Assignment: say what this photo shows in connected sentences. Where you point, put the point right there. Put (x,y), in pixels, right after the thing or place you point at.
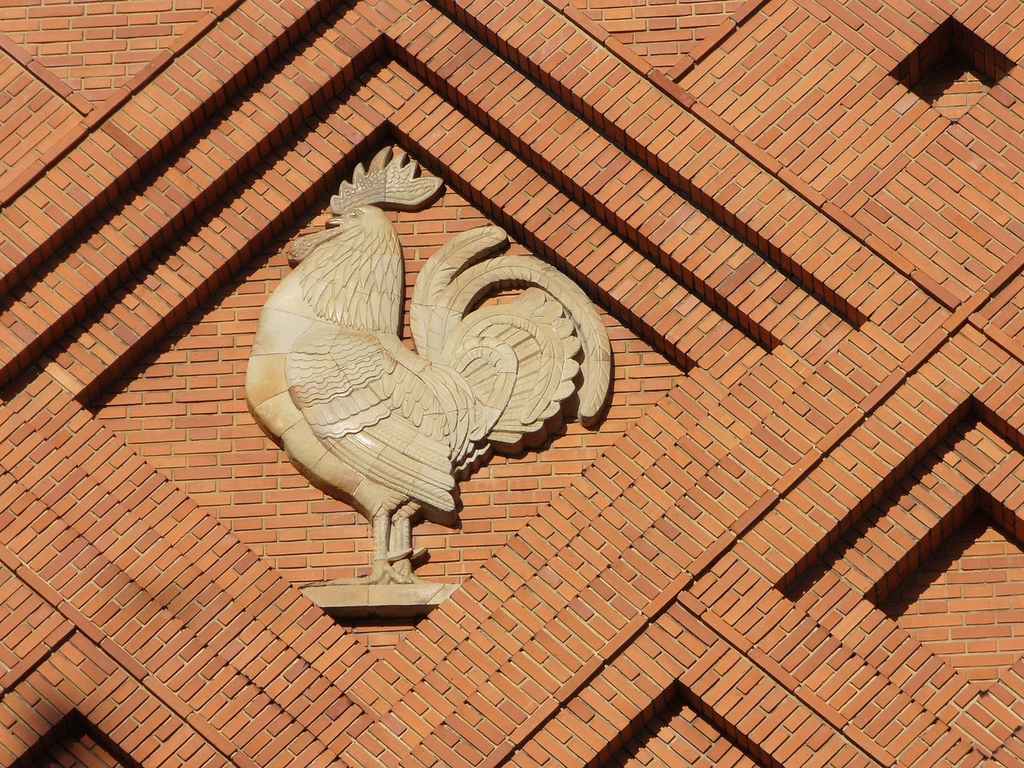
In this picture I can observe sculpture of rooster (389,330) in the middle of the picture (513,342). It is in cream color. I can observe wall (135,125) in the background (204,549).
